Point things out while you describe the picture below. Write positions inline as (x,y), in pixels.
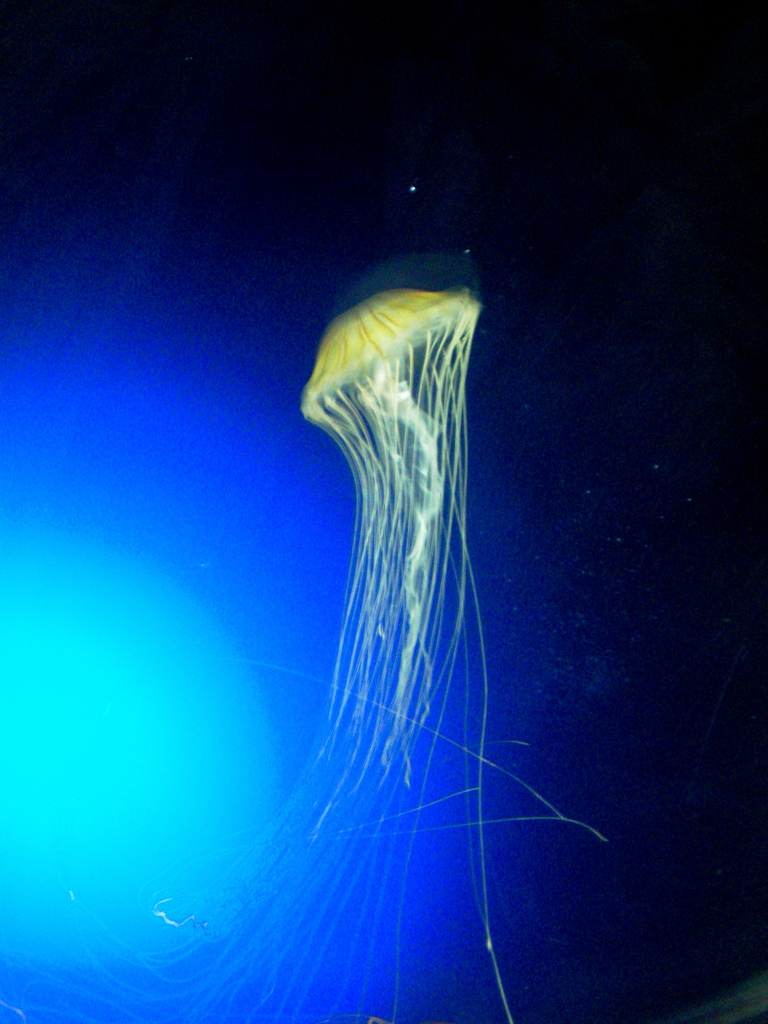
In this picture I can observe jellyfish (364,525) which is in yellow color. On the left side (144,761) I can observe blue color light (166,735). The background (156,186) is dark.
